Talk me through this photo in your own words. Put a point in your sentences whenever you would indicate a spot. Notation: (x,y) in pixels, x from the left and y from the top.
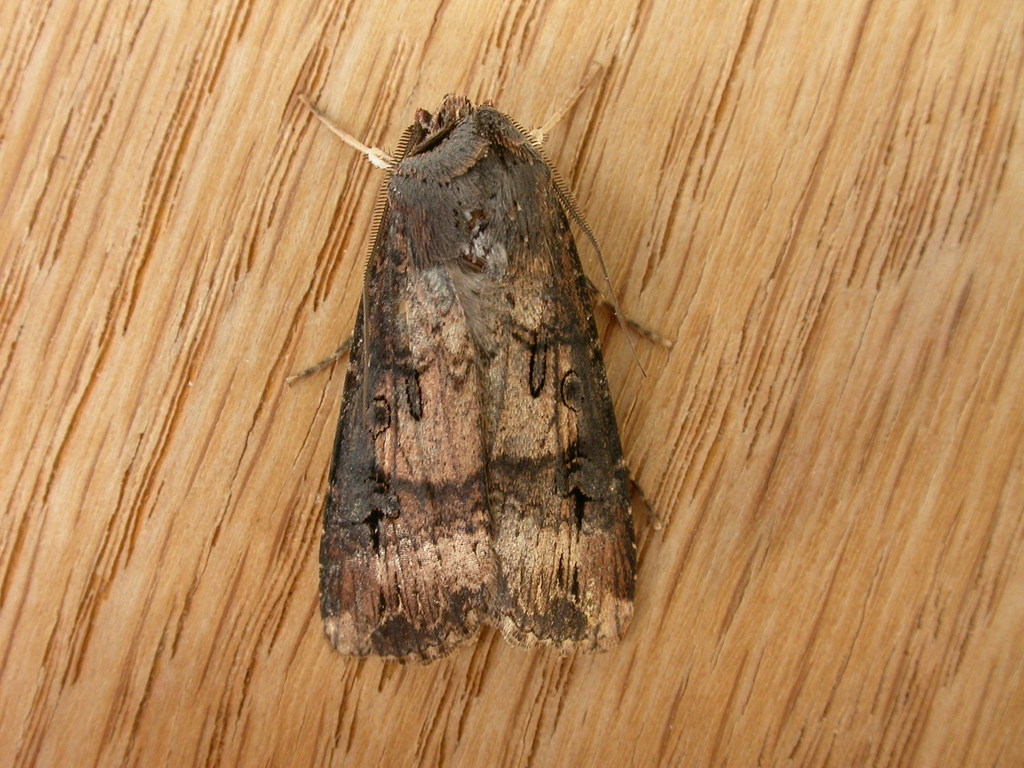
In this image we can see brown house moth (447,423) on a wooden platform (603,722).
